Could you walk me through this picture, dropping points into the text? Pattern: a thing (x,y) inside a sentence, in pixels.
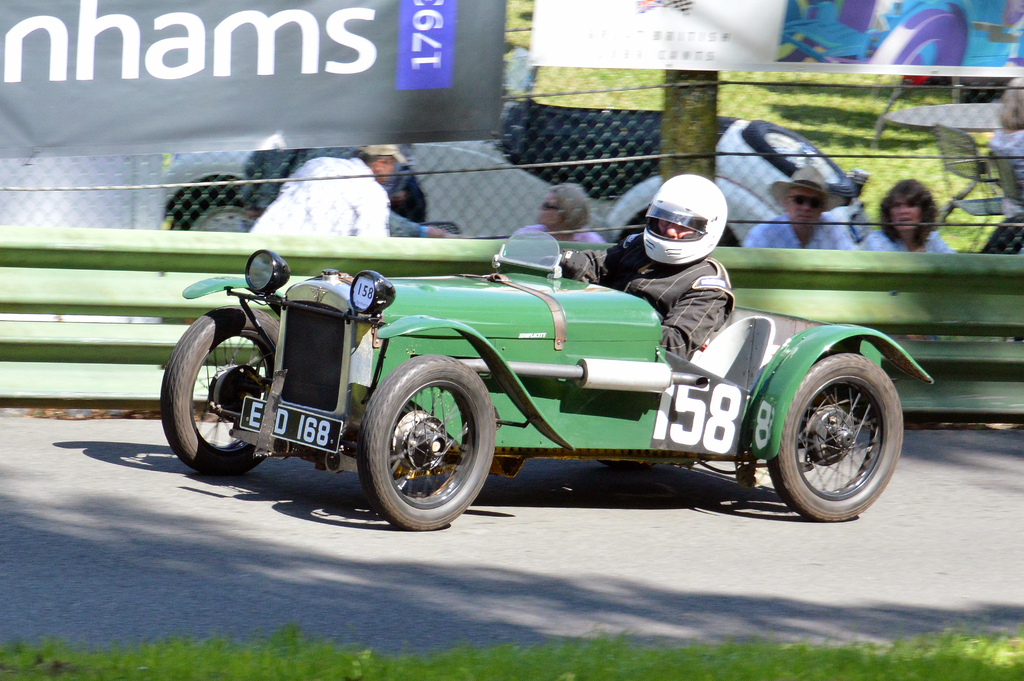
In this picture, we can see a few people (784,200), and a person (642,245) in vehicle (610,314), and the ground (428,598) with grass (621,647), road (5,539), fencing (15,214), metallic object (40,283), and in the background (255,53) we can see vehicle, chairs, pole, tables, posters (276,49) with some text (225,38) and numbers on it.
